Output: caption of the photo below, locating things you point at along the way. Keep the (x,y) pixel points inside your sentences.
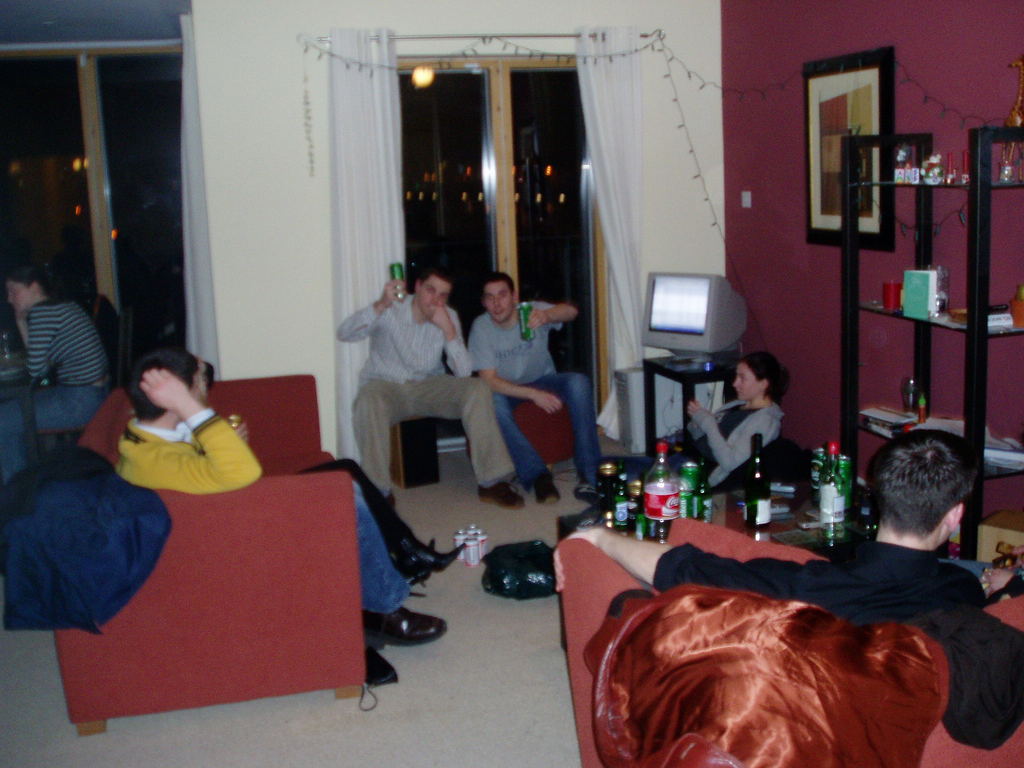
In this picture we can see the inside view of a building (282,549). Inside the building (508,174), there are groups of people (158,376), among them few people (182,379) are sitting on chairs (314,464) and there are two persons (378,439) holding tins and sitting on the stools (437,423). On the right side of the image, there are some objects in the racks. There are bottles (824,463) and tins (814,482) on the table (796,495) and there is a monitor (700,321) on another table (653,377). There are tins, CPU (633,401) and an object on the floor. Behind the people (901,485), there are curtains (395,119), windows (527,175) and decorative lights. There is a photo frame (833,163) attached to the wall (786,132). Through the windows (467,212), we can see lights (111,233).
